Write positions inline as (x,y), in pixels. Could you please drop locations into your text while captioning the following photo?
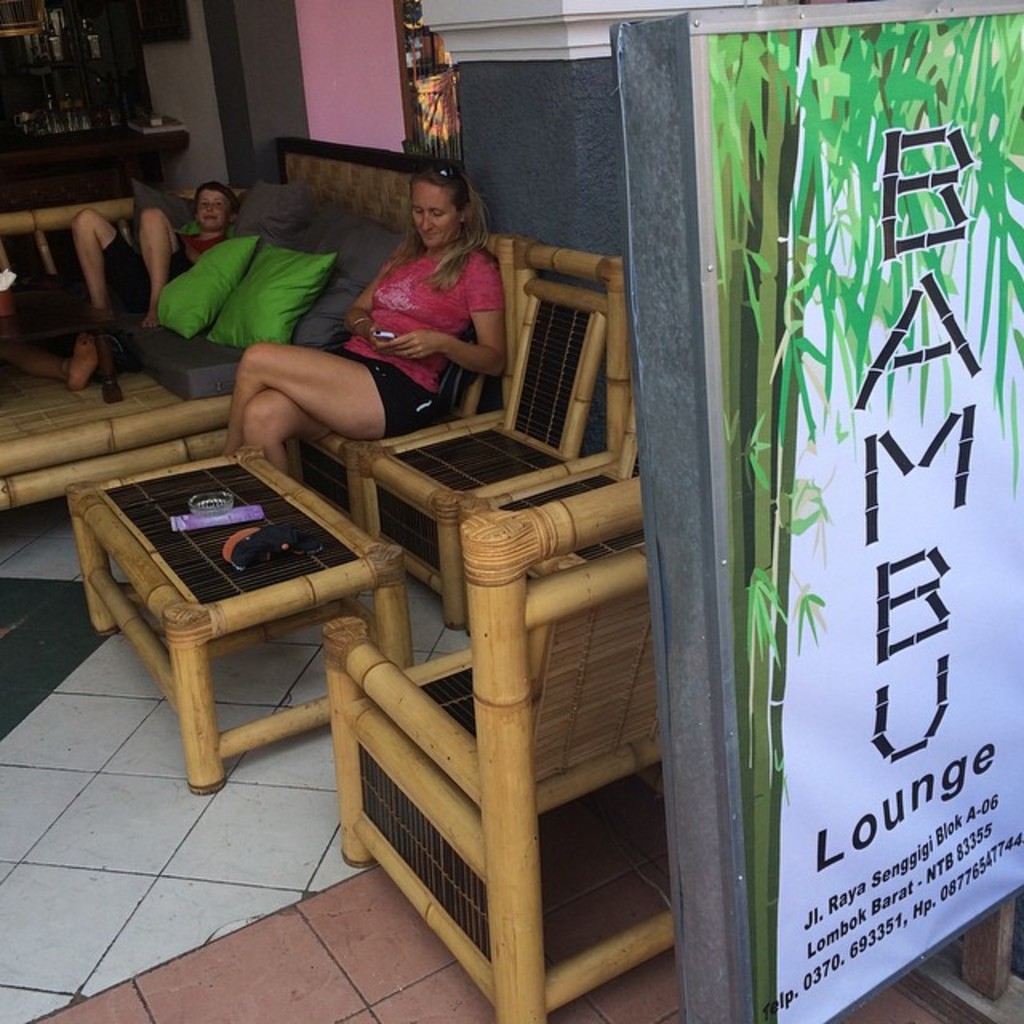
In this image we can see two persons (341,352) sitting on chairs (412,471), there is a table (324,515) in front of chair (408,485), the woman (388,356) sitting here is looking at her phone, on the right side of the image (841,590) we can see hoarding (886,604), in the background (85,146) we can see some table (123,131), there are two pillows (224,269) on the chairs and also we can see a glass bowl (218,509) on the table (95,563) here.
